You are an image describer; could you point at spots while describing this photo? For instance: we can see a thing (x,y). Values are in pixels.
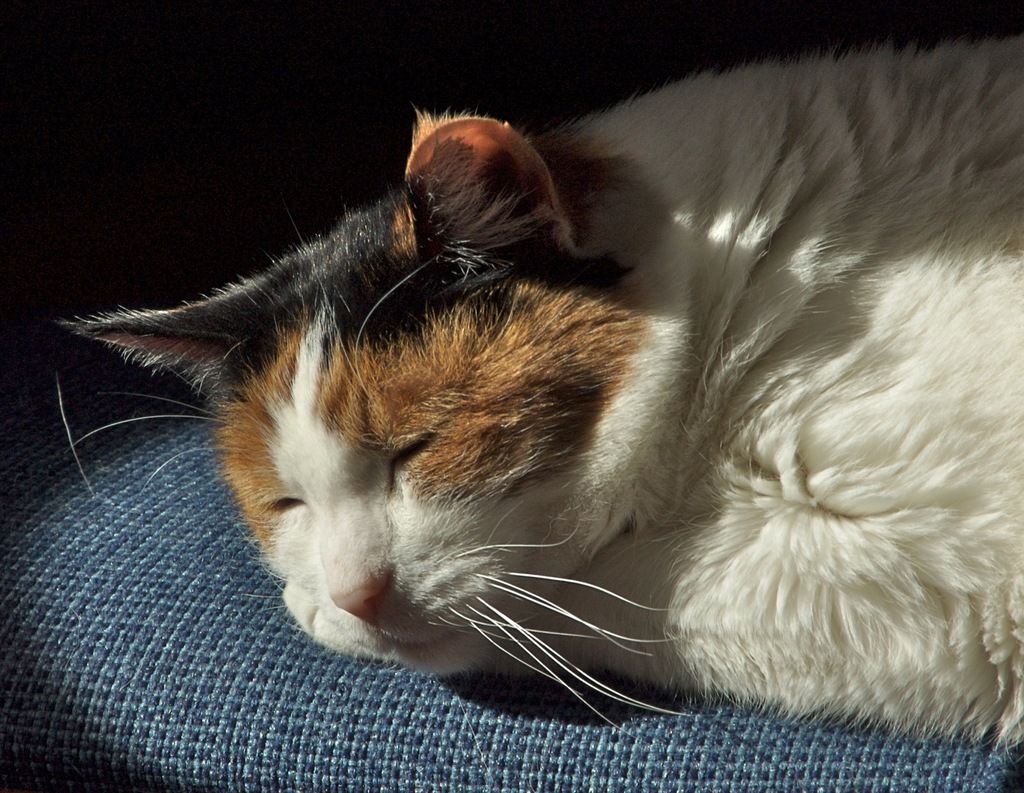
In the picture I can see a cat (787,395) is lying on a surface (402,674). The background of the image (351,108) is dark.
